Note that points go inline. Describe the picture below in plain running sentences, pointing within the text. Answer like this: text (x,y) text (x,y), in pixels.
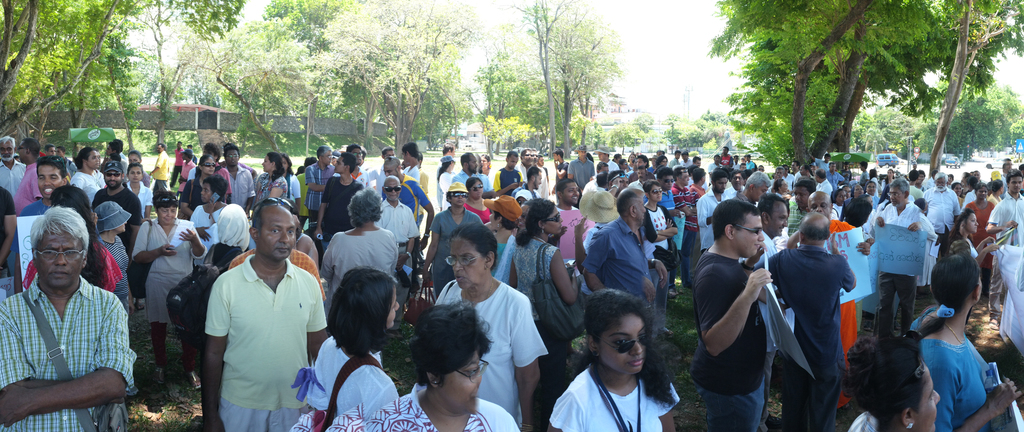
In the foreground of this image (666,304), there is a crowd (597,228) standing on the ground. In the background (792,75), there are trees (557,39) and the sky (667,41).
